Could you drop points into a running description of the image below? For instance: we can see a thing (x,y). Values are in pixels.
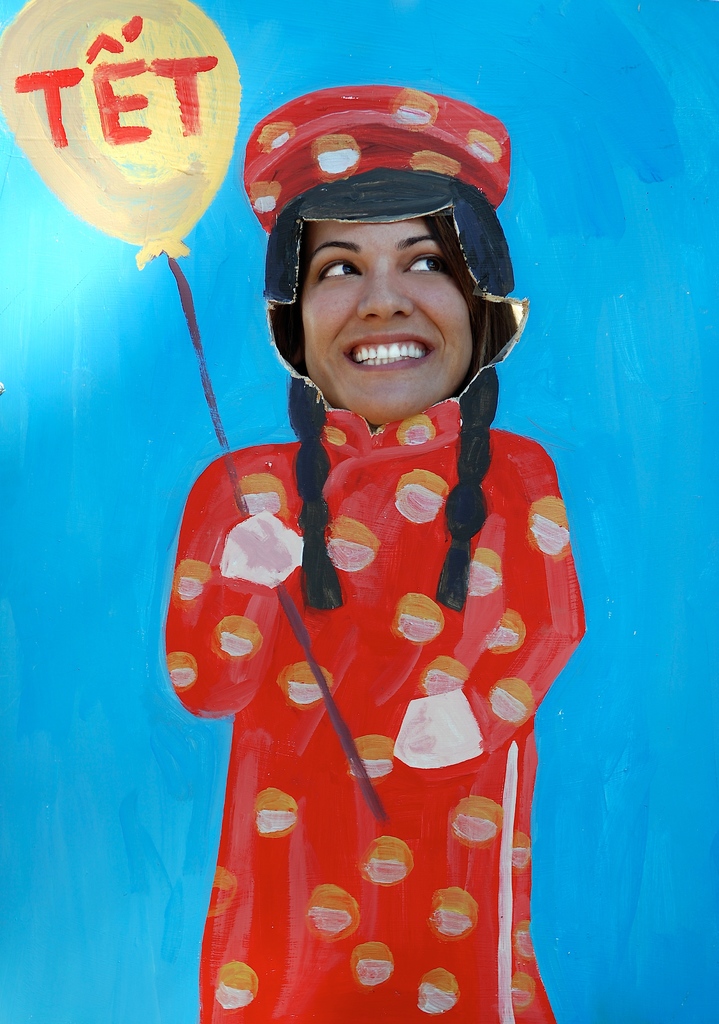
In this picture, we see the painting (344,619) of the woman (424,622) who is holding a yellow color balloon (159,21). She is wearing a red dress (348,874). In the background (133,563), it is blue in color. In the middle of that painting (641,471), we see the hole (433,295) where the real face (410,260) of the woman (410,260) is fitted into it and she is smiling.
